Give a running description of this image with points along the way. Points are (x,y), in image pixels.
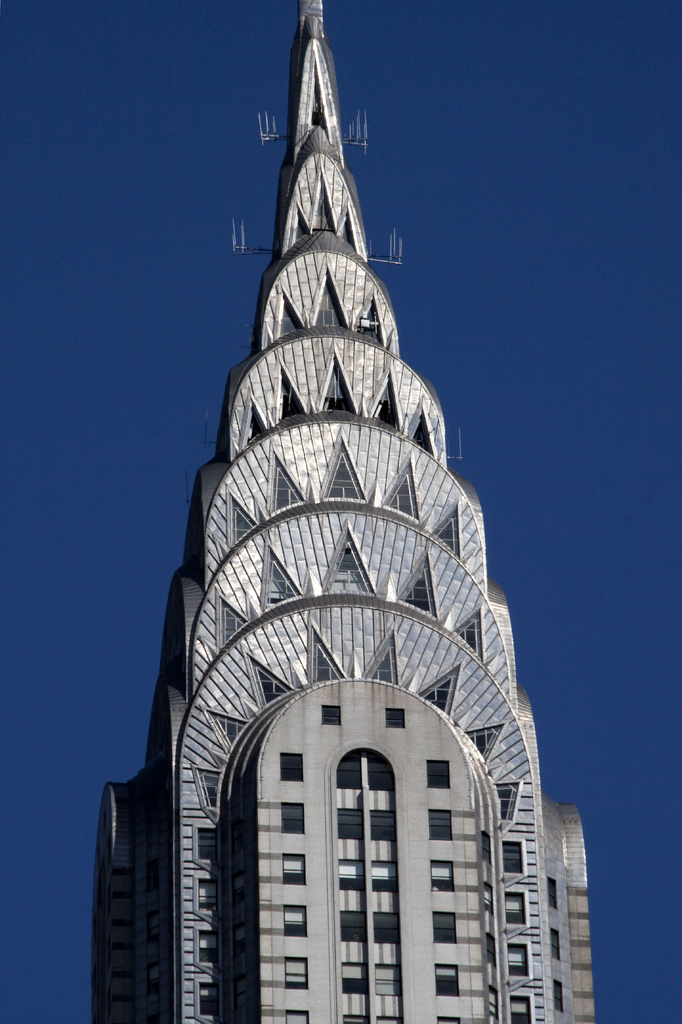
In this image we can see a building (430,897) and it is having many windows (329,719). We can see the sky (556,161) in the image.
